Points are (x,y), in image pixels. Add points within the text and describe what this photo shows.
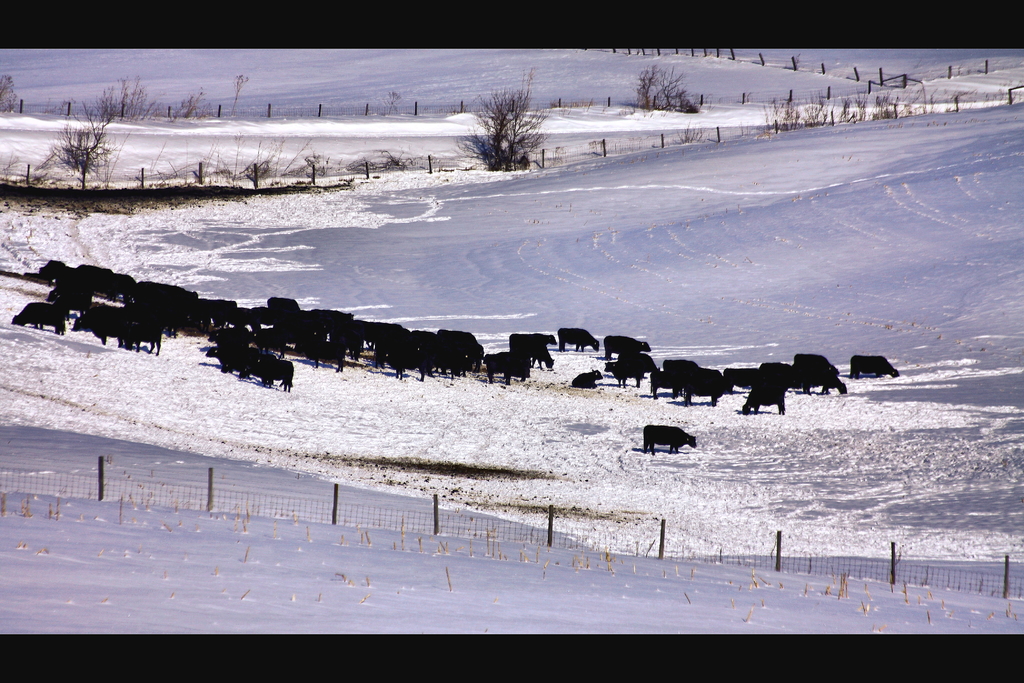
As we can see in the image there is snow (39,331), fence (391,523), trees (95,155) and black color animals (476,364).
